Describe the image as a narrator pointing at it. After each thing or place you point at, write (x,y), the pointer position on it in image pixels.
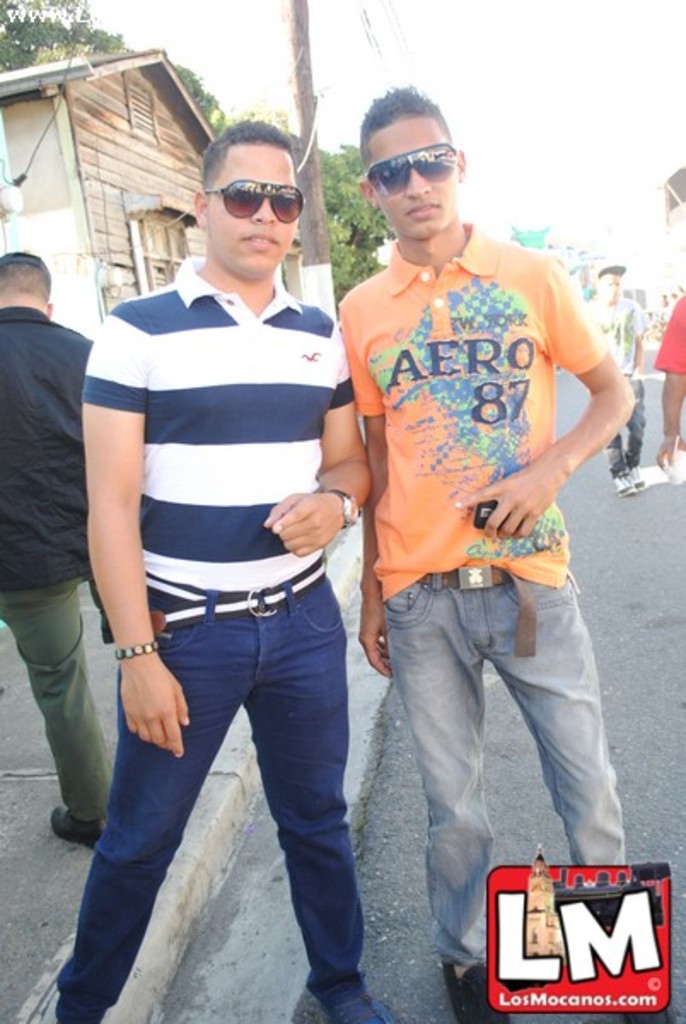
In this picture we can see two boys (215,466) wearing a black sunglasses (378,185), standing in the front (456,690) and giving a pose into the camera. Behind there is a wooden small shed (130,187). On the bottom side (491,902) there is a small watermark logo (527,995).
